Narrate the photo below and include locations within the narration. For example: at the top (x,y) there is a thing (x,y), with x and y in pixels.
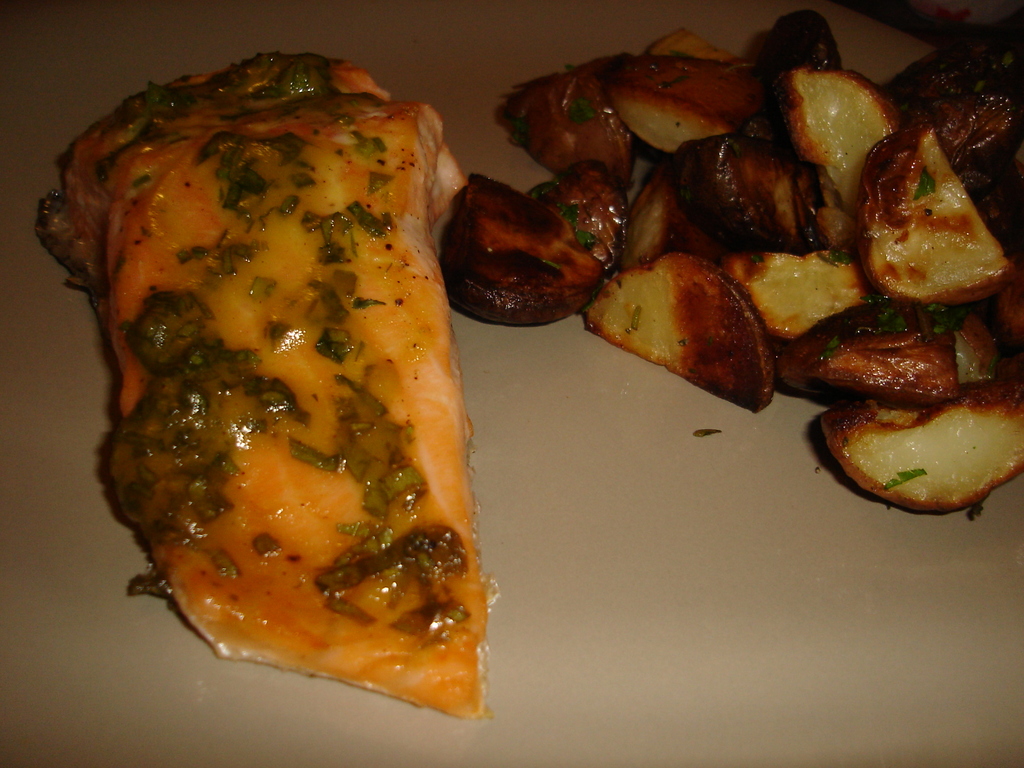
These are the food pieces (957,349) in a plate (696,673).
